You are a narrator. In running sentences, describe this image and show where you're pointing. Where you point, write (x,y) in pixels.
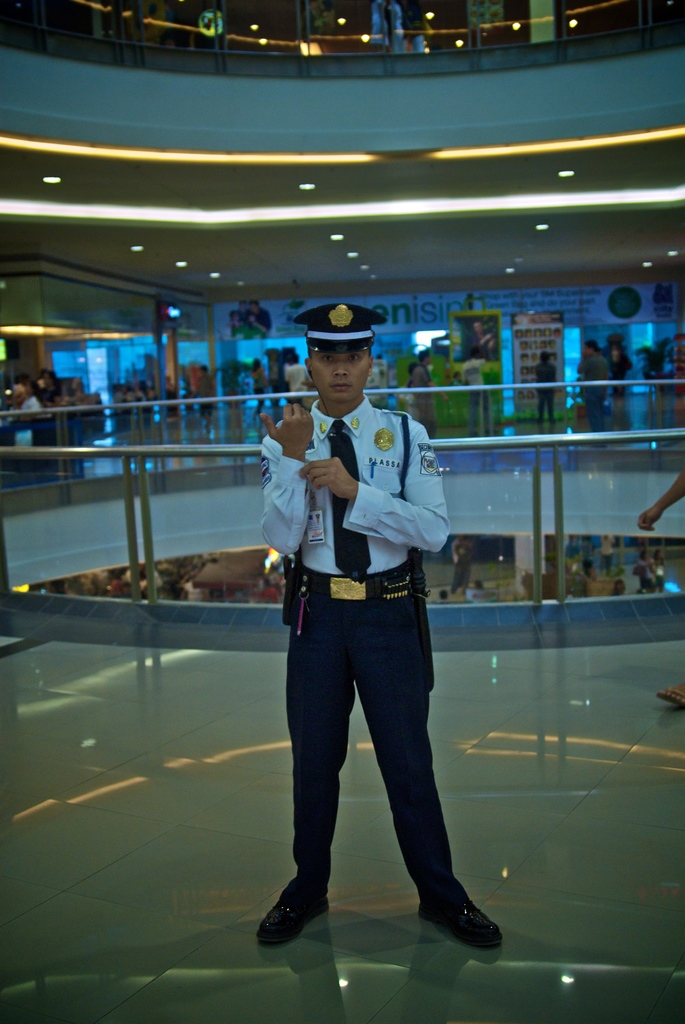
In this image I can see a man (361,342) is standing in the front (425,461), I can see he is wearing a cap (369,347) and a uniform (359,426). In the background (455,443) I can see the railing (209,471), number of people (613,370) and number of lights (556,143) on the ceiling (473,266). I can also see few boards (503,291) in the background (549,304).
